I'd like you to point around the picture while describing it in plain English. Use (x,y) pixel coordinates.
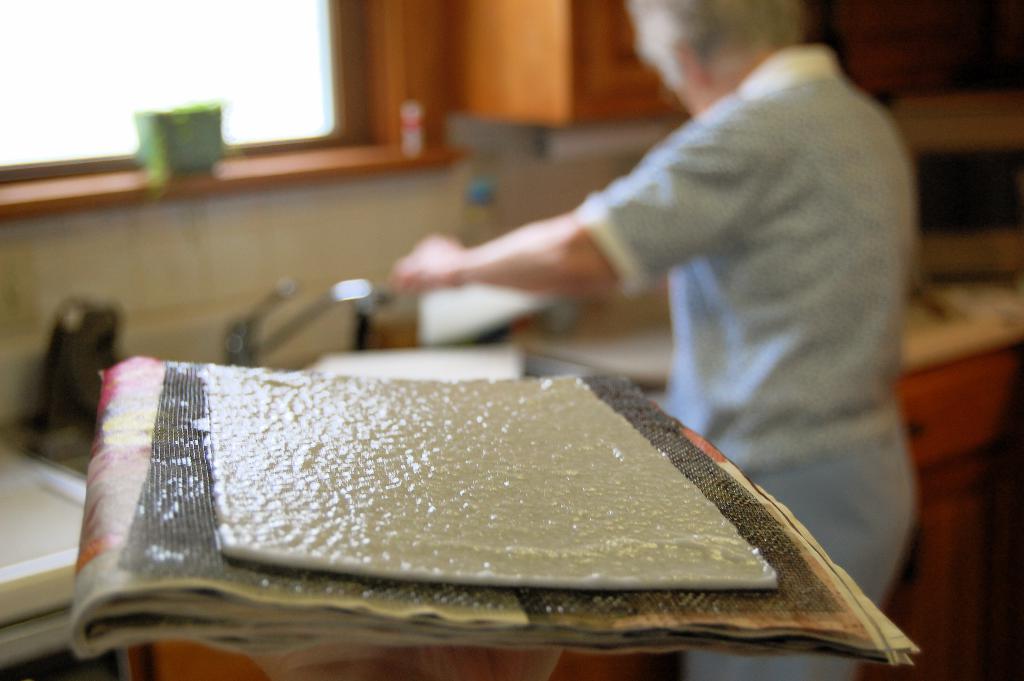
In this image, we can see a cardboard (391,469) on papers (443,616). There is a person (815,243) on the blur background (790,162) wearing clothes (633,227).
